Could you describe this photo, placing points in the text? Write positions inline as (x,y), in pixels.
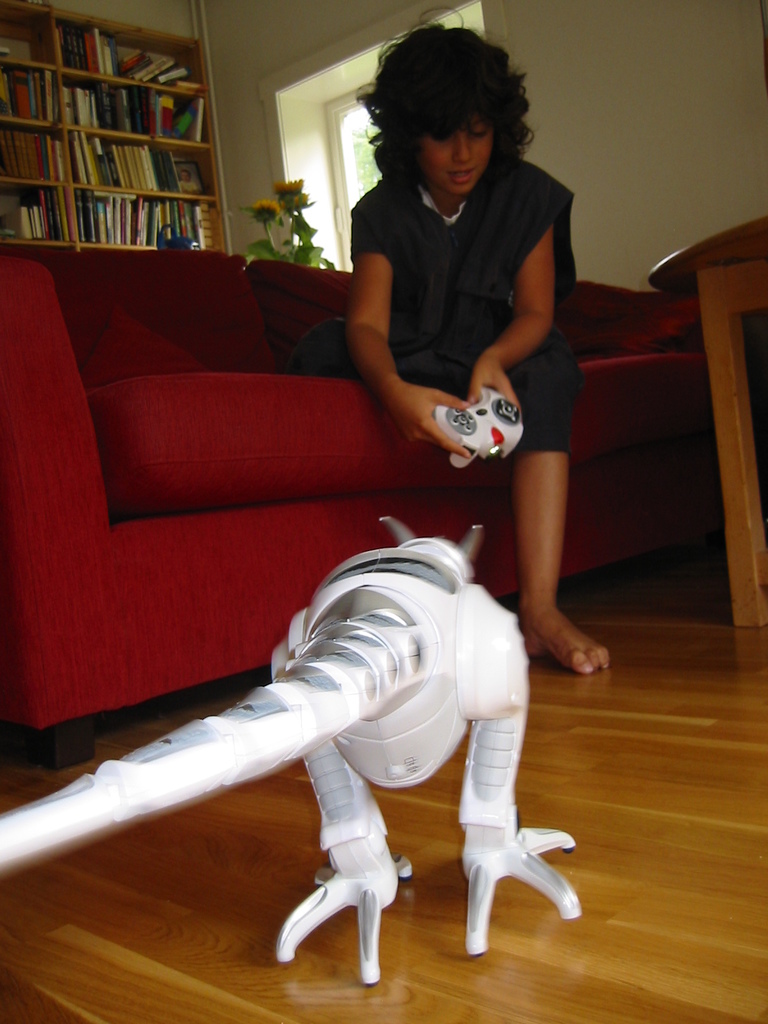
This is a picture of the inside of the house (162,529) in this picture we can see one couch (272,357) and on that couch (607,367) there is one child (450,332) who is sitting and is holding a remote (484,430) and in the foreground (400,689) there is one remote toy (415,705). On the floor (654,837) and on the background (312,43) there is wall (654,66) and window (365,126) is there and on the top of the left corner (168,88) there is some rack (40,60) and some books (71,103) in it. Beside that rack (215,181) there is one plant (278,206).
